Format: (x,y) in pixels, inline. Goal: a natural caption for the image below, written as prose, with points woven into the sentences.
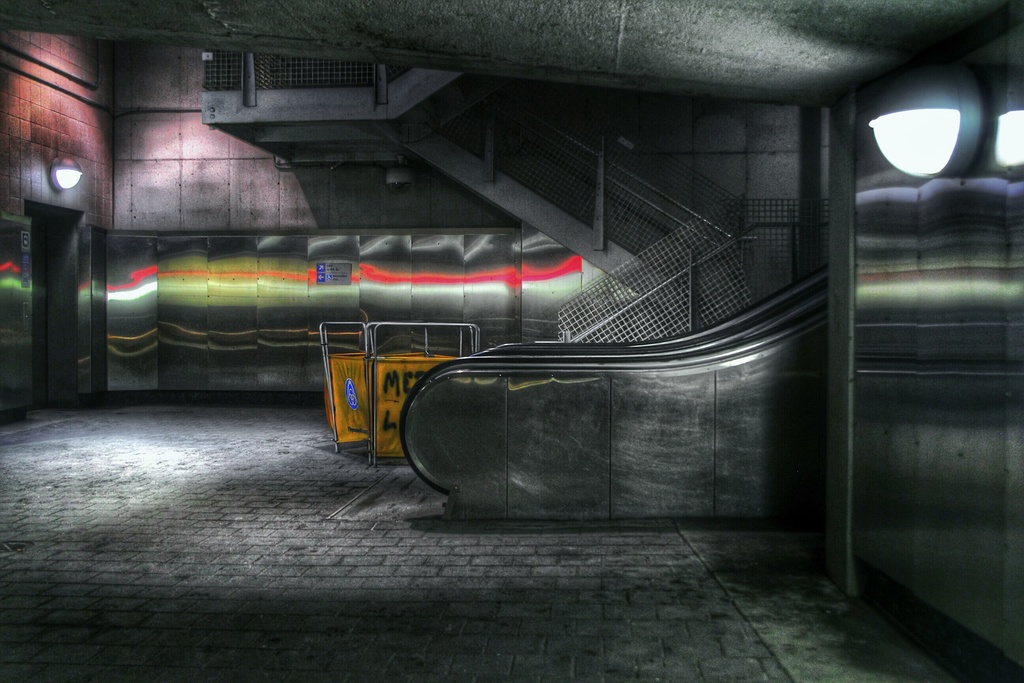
This is an edited picture. In this image there is an escalator (518,444) and there is a staircase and there are objects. On the right side of the image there is a light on the wall (991,223). On the left side of the image (73,167) there is a light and there is an elevator (38,262). At the back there is a board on the wall (352,303).
